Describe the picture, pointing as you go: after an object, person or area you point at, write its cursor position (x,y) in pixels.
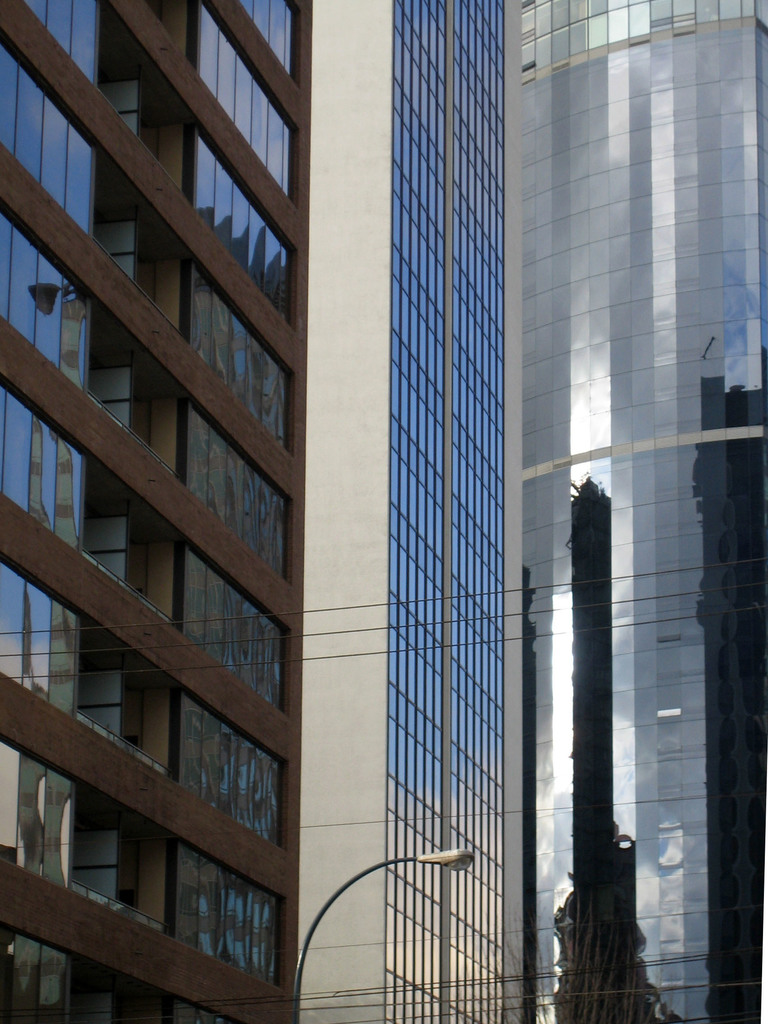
In this picture we can see buildings (517,524) and glasses (678,454). There is a light (467,857) attached to a pole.
